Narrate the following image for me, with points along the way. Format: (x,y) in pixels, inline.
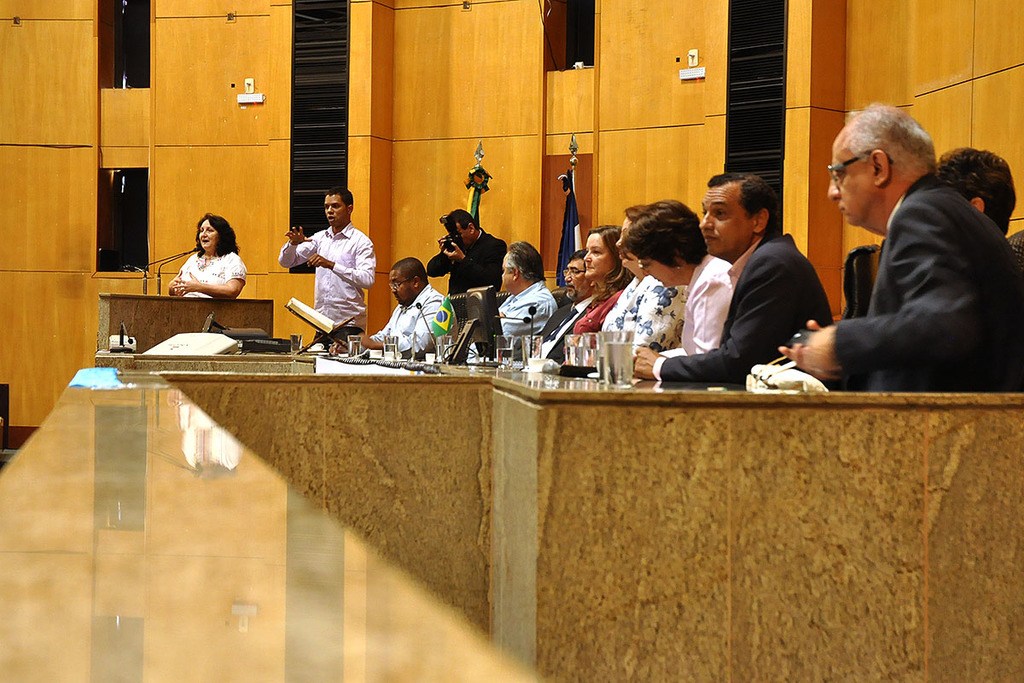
On the platform (283,397) we can see water glasses (631,359) and mikes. We can see people (945,255) sitting on the chairs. We can see a woman (218,253) standing near to a podium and talking. In the background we can see flags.
